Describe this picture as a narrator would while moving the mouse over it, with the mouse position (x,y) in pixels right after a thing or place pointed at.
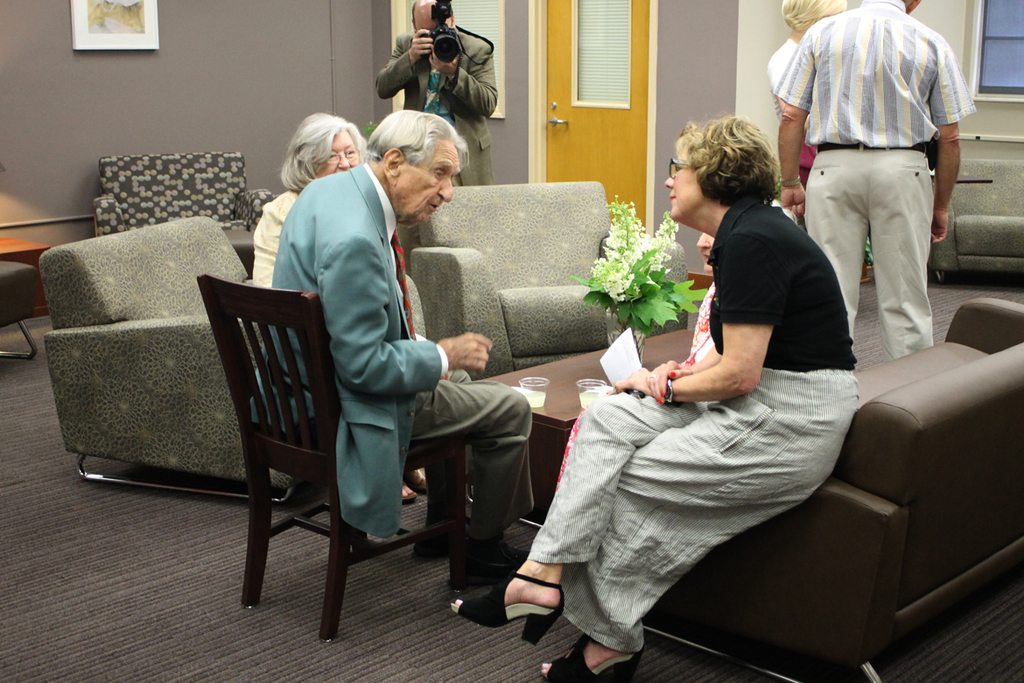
This picture shows a group of people (760,225) seated on the chairs (224,251) and we see couple of people (900,97) standing a man (416,73) holding a camera (444,41) and taking a picture and we see a flower vase (595,297) and two cups (583,389) on the table (502,379).
